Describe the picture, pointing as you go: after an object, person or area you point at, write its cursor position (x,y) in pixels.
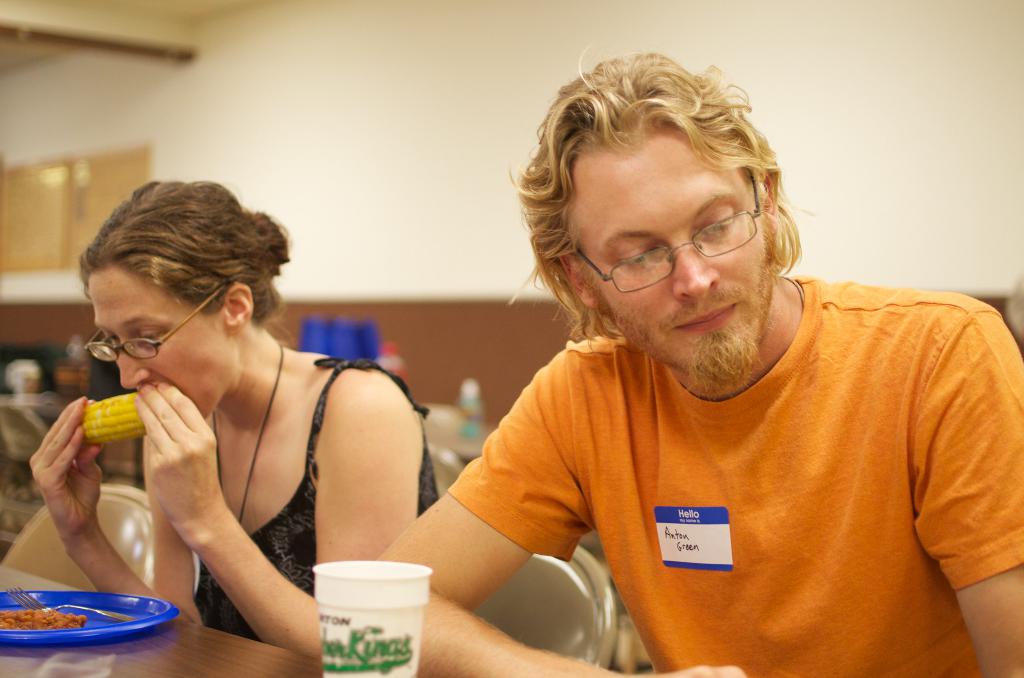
In this image, we can see persons (704,402) wearing clothes (835,414) and spectacles (104,359). There are chairs (510,587) in front of the table (232,635). This table (201,670) contains plate (101,620) and cup (350,621). In the background of the image (816,96), there is a wall (494,69).
